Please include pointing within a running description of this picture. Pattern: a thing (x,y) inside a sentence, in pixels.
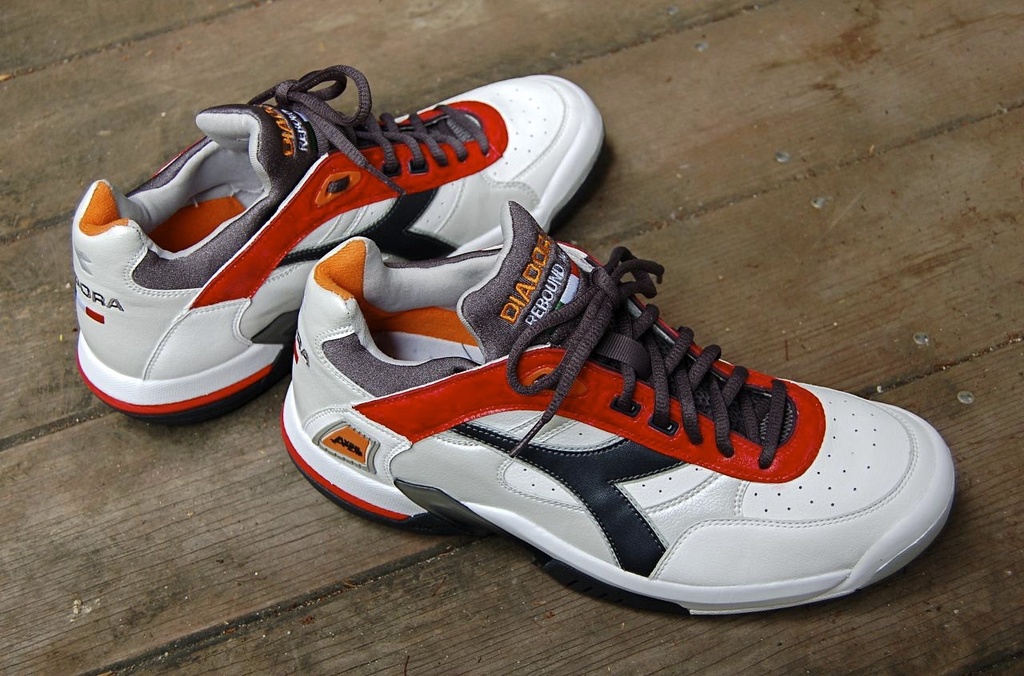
Here we can see a pair of shoes (379,242) on a platform (36,224).
